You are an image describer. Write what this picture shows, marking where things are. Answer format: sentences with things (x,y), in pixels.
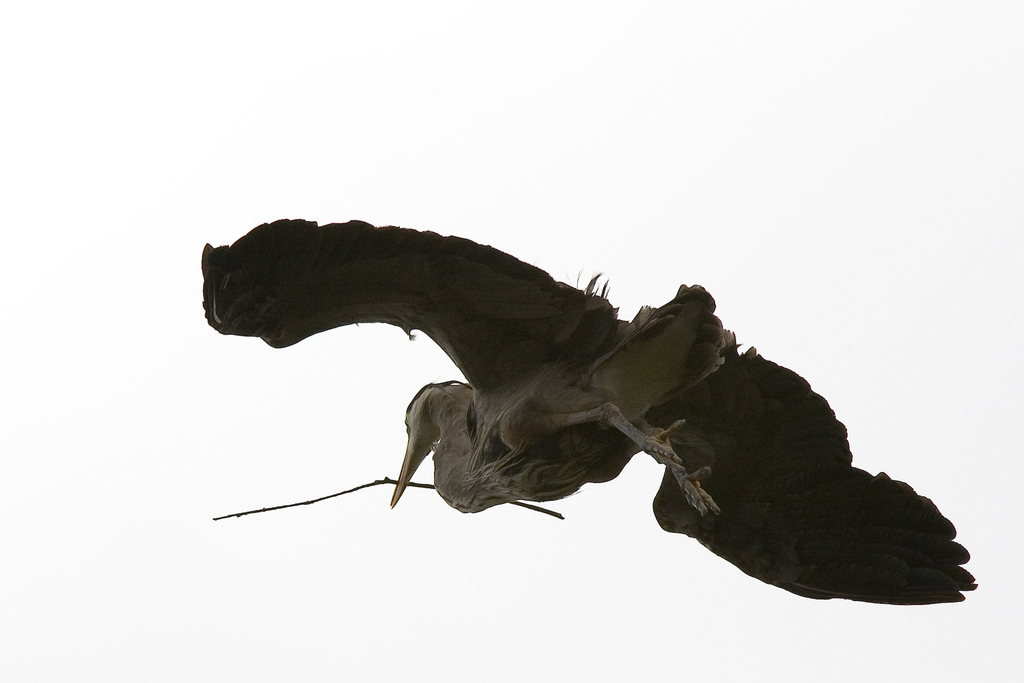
In this image I can see a bird (491,446) which is black and cream in color is flying in the air (339,477) and holding a stick (363,486) in its mouth (411,472) and I can see the white colored background (761,120).
